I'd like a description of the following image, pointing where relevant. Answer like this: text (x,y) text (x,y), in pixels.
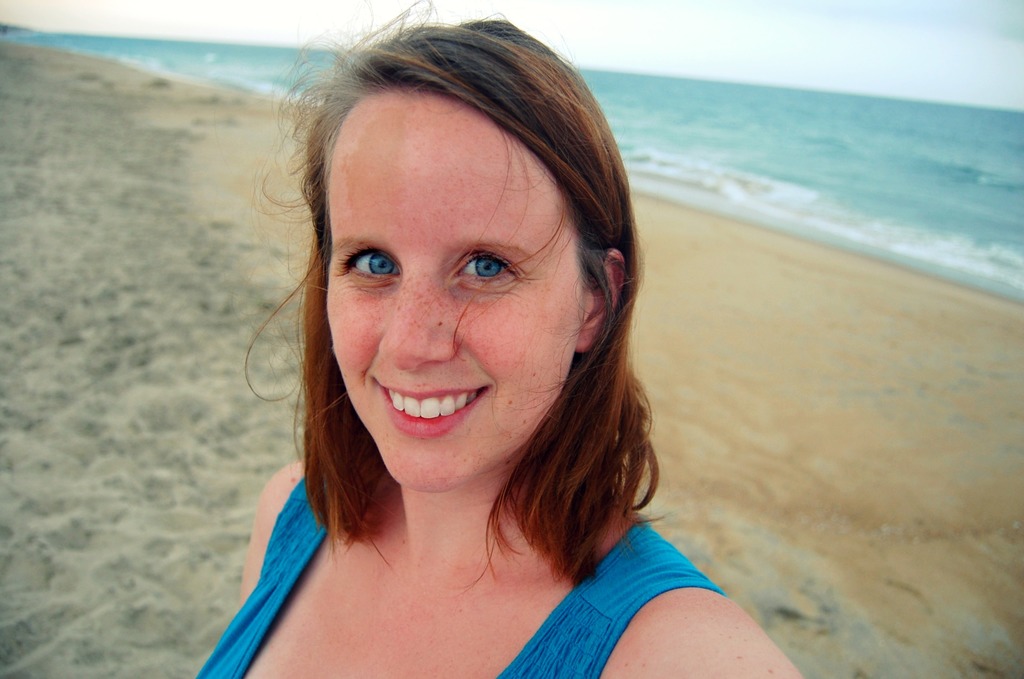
In this image there is a lady (416,469) smiling. In the back (140,282) there is sand (64,199), water (151,43) and sky (692,13).
